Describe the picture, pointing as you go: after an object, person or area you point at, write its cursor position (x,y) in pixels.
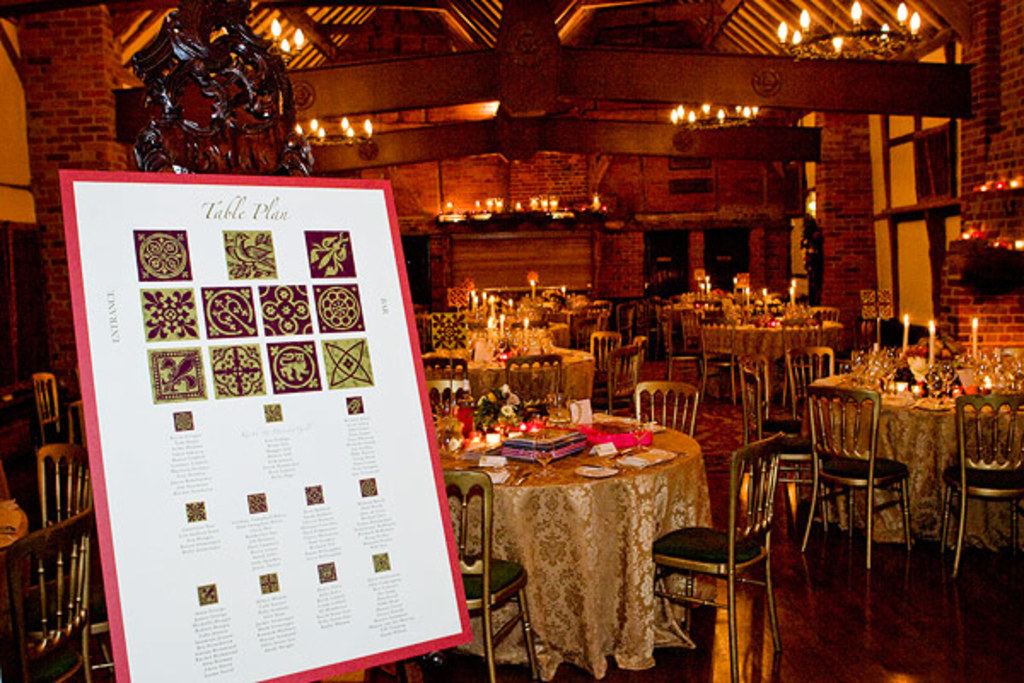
This image is a inside view of a restaurant (923,568). There are many chairs (964,463) and tables (930,471). There is a board (216,176) at the left side of the image (115,206). There is a wall (495,176) at the background of the image (582,169). There are pillars (860,258).
